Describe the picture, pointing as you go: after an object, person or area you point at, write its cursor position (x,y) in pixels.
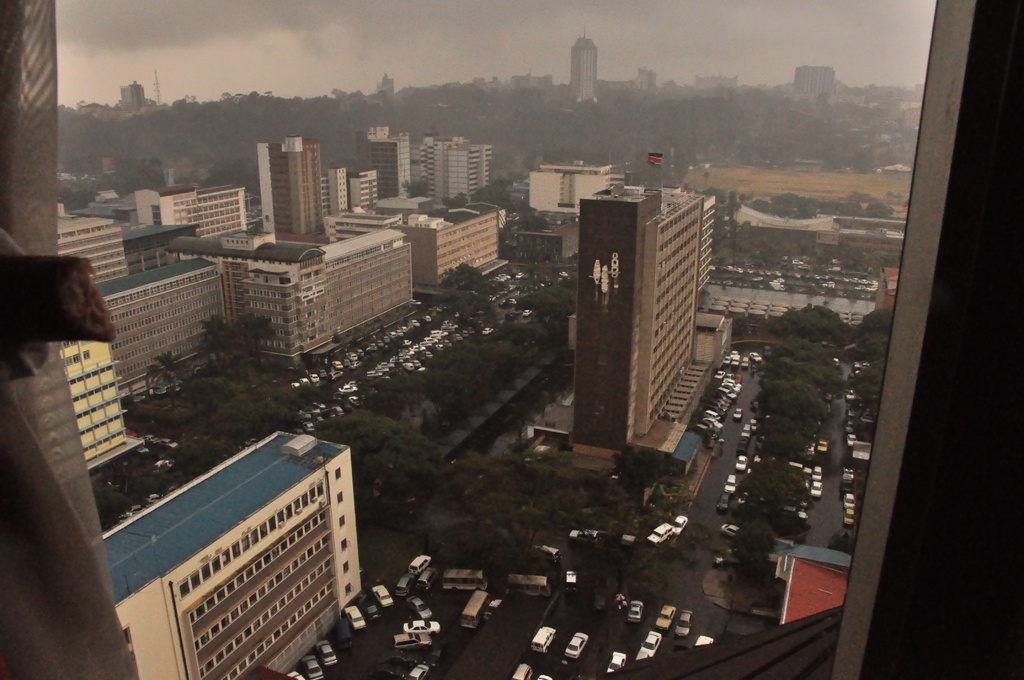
Here in this picture, through a window (58,179) we can see number of buildings (314,160) present outside and we can see number of buses (535,582) and cars (630,540) also present on the road (700,567) and we can see plants (447,496) and trees (245,377) present and we can see the sky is cloudy.
